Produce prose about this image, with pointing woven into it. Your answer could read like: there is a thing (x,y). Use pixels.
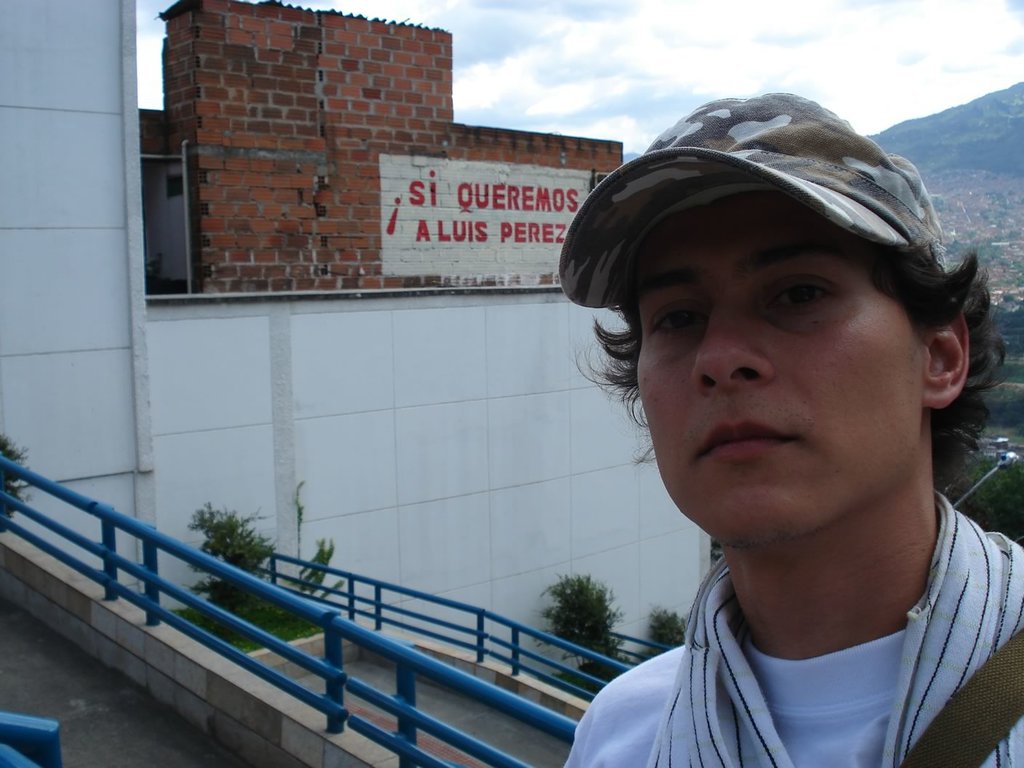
In this image I can see on the right side (903,421) a person (802,449) is looking at this side, this person (906,466) wore white color t-shirt (846,706) and a cap (838,126). In the middle (379,491) there is the wall (331,258), there is a name (452,223) on it in red color. At the top (614,27) it is the sky (642,39).
